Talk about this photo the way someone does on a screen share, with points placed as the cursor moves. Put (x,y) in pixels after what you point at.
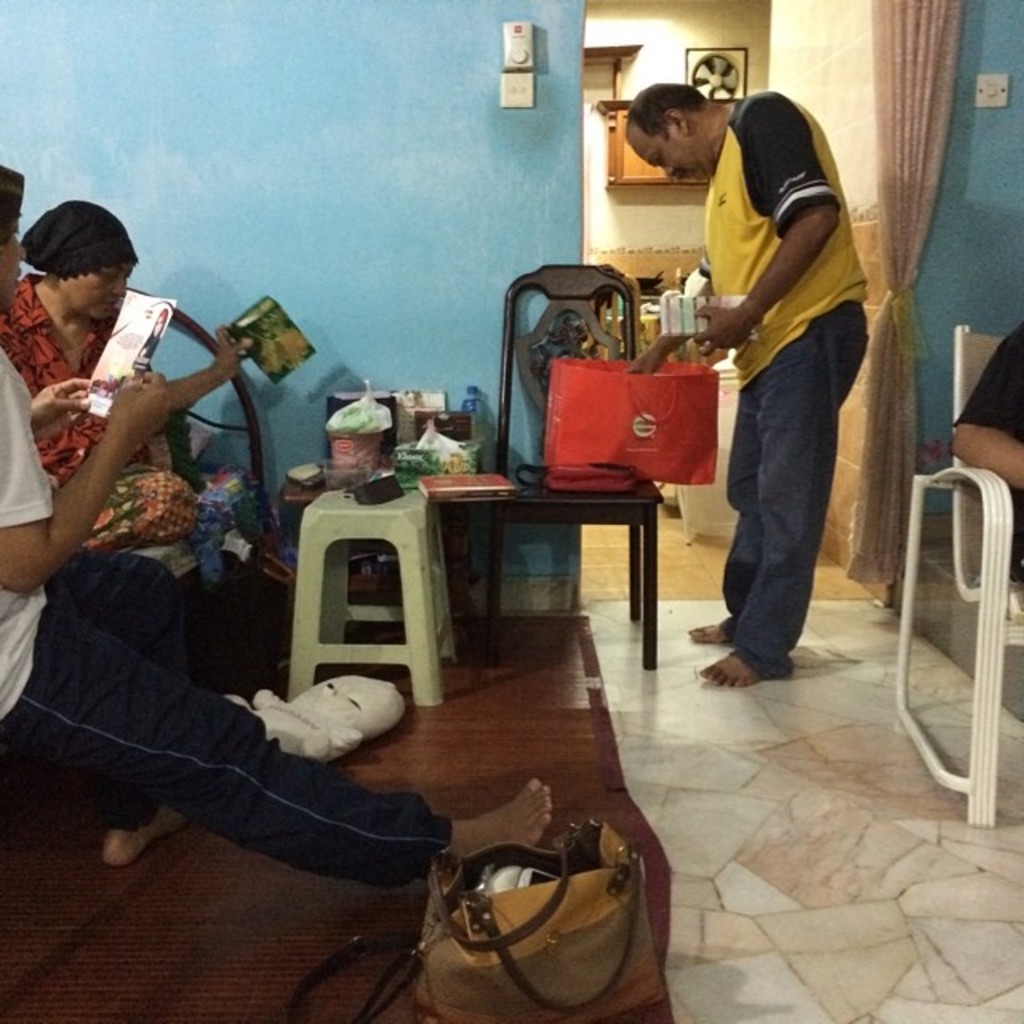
In this picture there is a man (741,617) standing and holding an object (676,321), in front of him we can see bags (597,392) and an object (442,495) on chairs (417,561). We can see bottle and objects (442,456) on the table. There are two people (102,481) sitting and we can see doll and objects (504,886) in a bag (522,905) on the floor (715,934) and curtain (890,43). On the right side of the image (997,414) we can see a person (982,424) on a chair (989,749). In the background of the image (933,356) we can see wall (941,372) and cupboard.
